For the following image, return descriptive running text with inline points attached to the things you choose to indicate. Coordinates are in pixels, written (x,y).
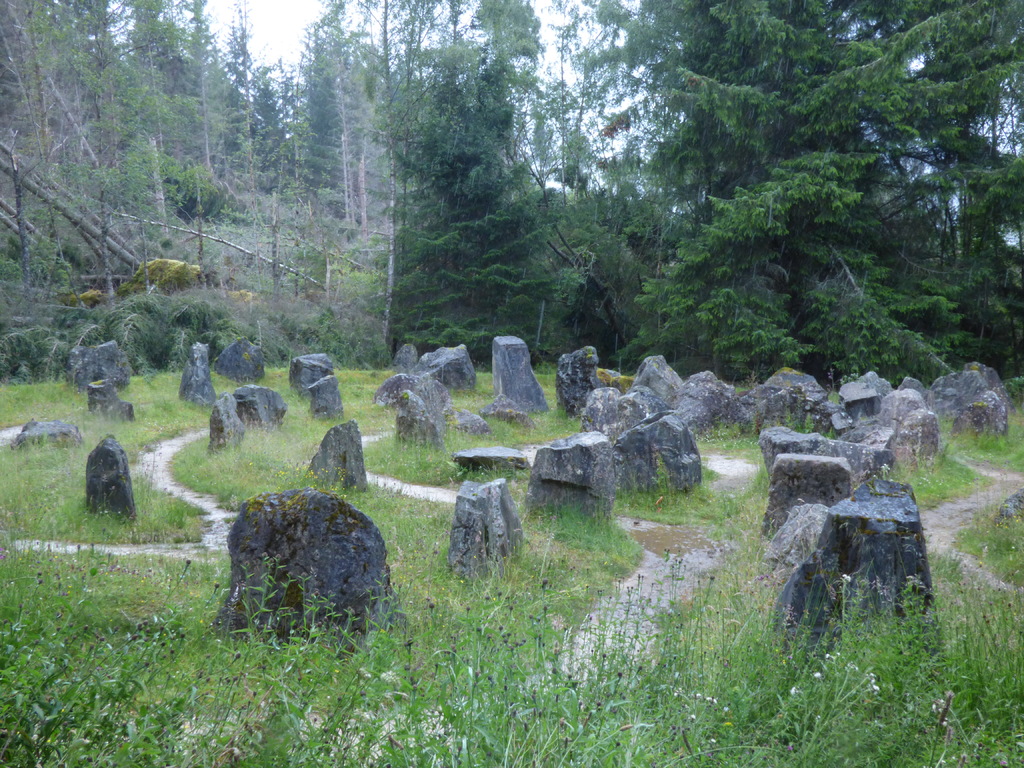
In this image there are rocks (681,381) on the ground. Between the rocks (701,385) there's grass (455,623) on the ground (380,738). Behind the rocks (715,375) there are trees (227,247) and tree trunks (98,225). At the top (216,6) there is the sky (549,81).
